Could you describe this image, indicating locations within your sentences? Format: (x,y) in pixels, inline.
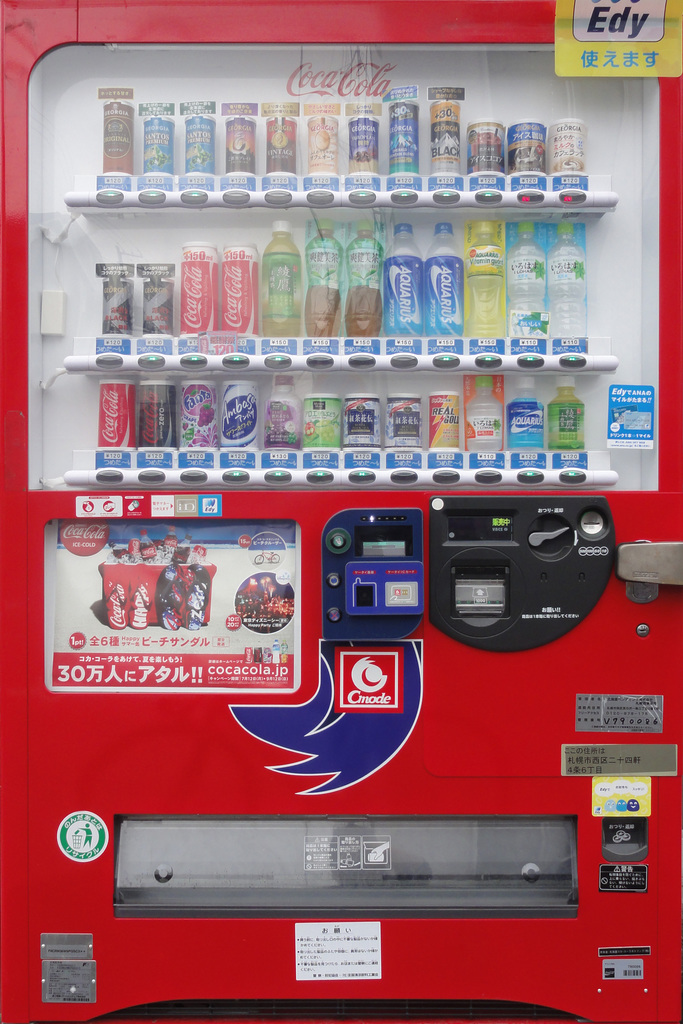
This is a picture of a Vending machine (430,430) where there are bottles (575,427) and tins (478,166) inside it, labels (609,801) stick to the machine (354,681).
